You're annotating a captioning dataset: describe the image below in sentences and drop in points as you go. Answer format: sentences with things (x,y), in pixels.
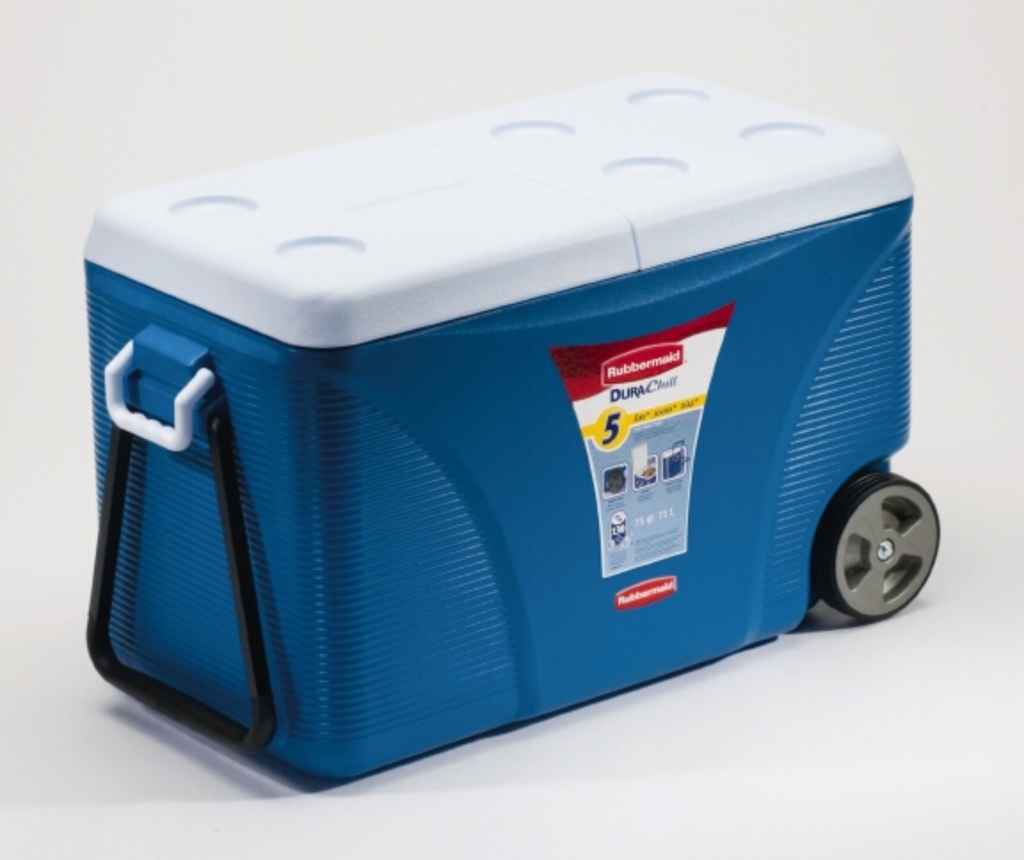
In this picture I can observe a blue color box (456,444). I can observe white and black color holders (160,443) fixed to this box (466,473). There is white color cap (463,252) on the box (585,537). The box (362,205) is placed on the floor (864,674). The background is in white color.
